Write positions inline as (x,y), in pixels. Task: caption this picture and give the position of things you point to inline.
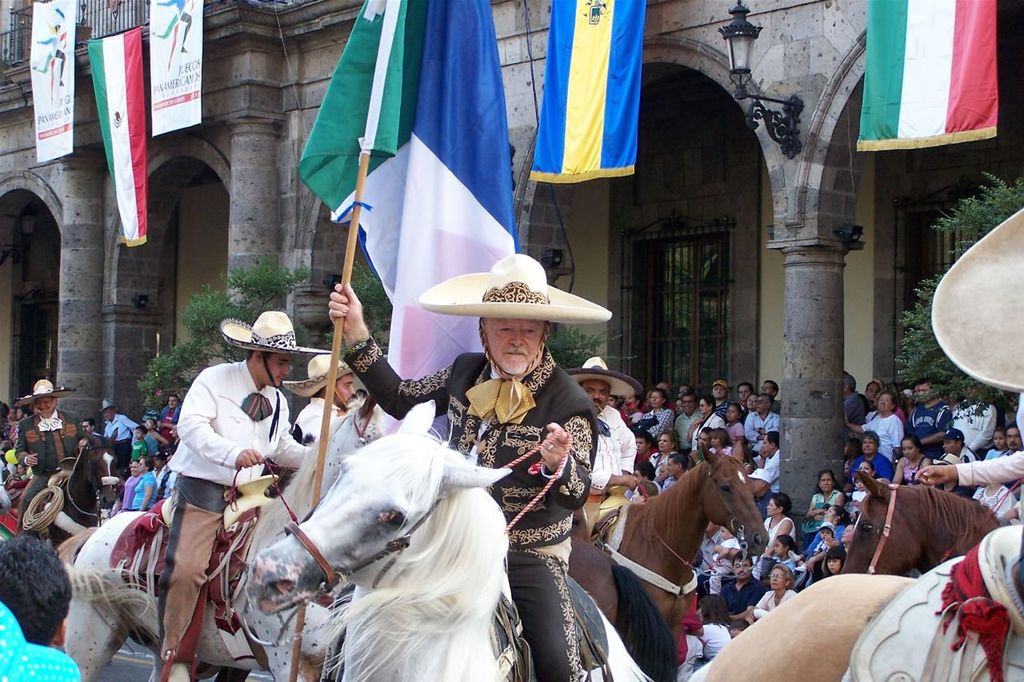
This image is taken outside on a sunny day. Front side of image person (556,663) is holding a flag (396,97) is sitting on the horse (623,660) and wearing a hat (563,293) on his head (527,365). A group of people (813,510) at the back side of this person (574,313) in which few are standing and few are sitting. There is a building (761,40) at the background (669,284) having a light (788,142) attached to it. In Front there are two plants (160,379).
